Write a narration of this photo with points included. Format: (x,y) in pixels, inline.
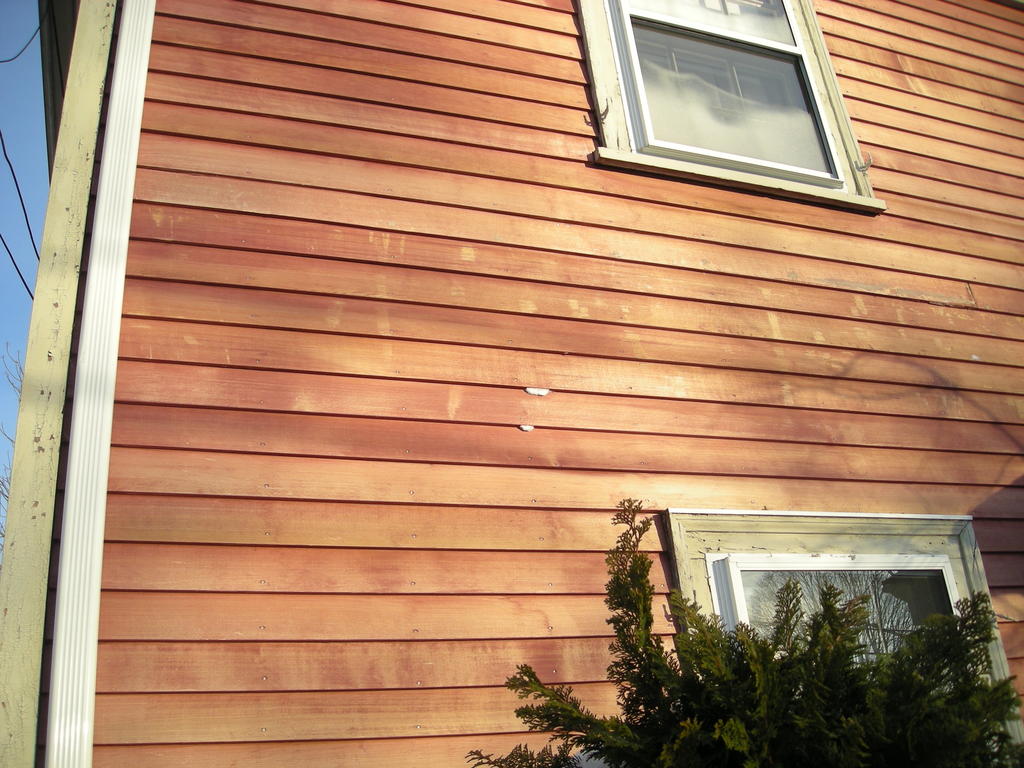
This picture is clicked outside. In the foreground (814,741) we can see the green leaves (821,680) and we can see the windows (662,95) and the wall (264,271) of the house (293,225). In the background (14,191) we can see the sky (31,120), cables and we can see some other objects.
